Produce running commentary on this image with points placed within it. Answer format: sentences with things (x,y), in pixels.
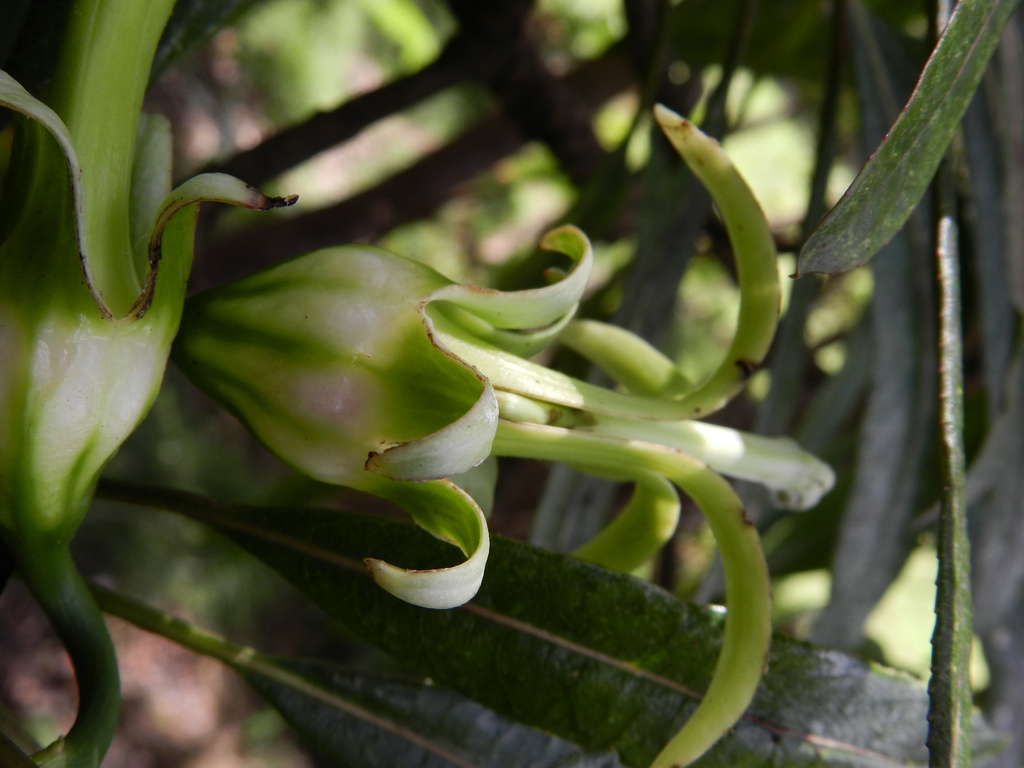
In this image I can see the flowers (314,344) to the plants (130,497). These flowers (332,393) are in white and green color. And there is a blurred background (232,72).
